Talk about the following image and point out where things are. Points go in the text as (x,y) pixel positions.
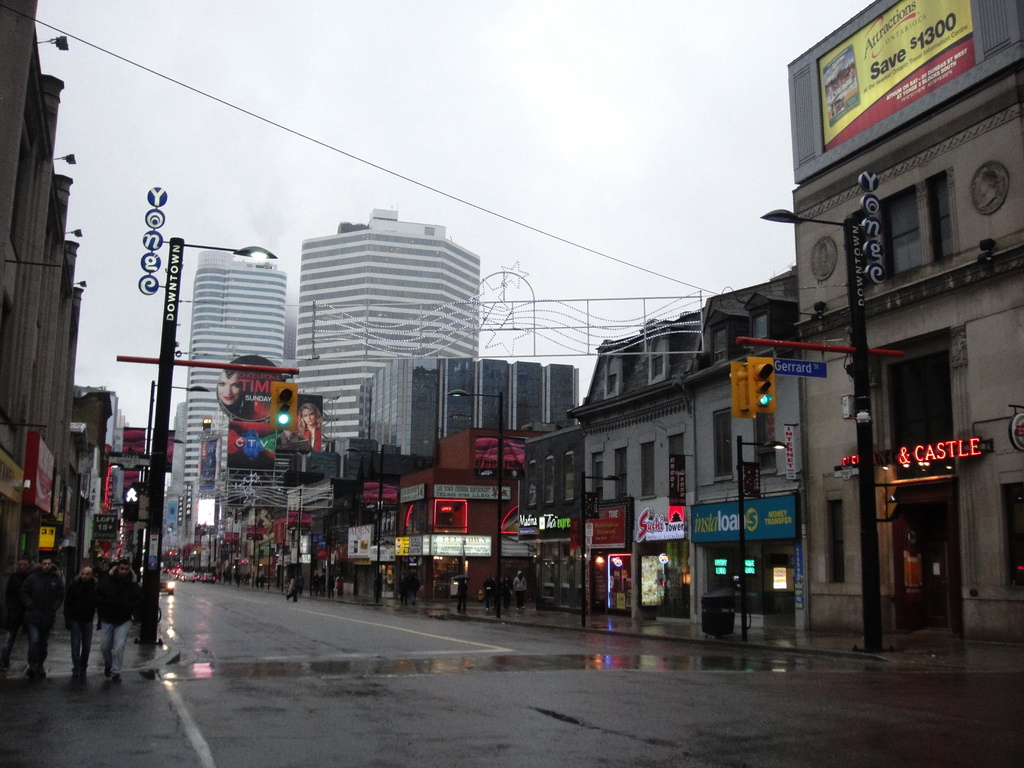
This image is a street view of a town (274,510), in this image we can see the road (262,658), beside the road (225,643) there are few people (120,602) walking on the pavement (133,648), on the either side of the road (314,638) there are shops (426,527) and buildings (344,512).
